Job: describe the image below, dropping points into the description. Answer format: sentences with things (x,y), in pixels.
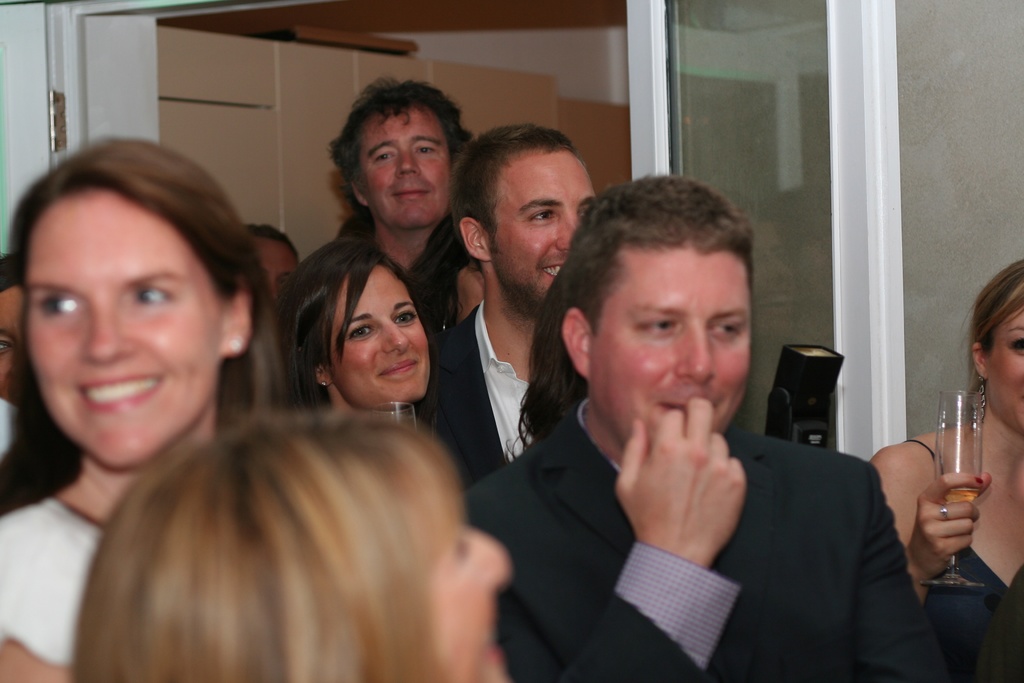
Few persons (168,422) are standing. This person (938,477) holding glass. On the background (573,54) we can see wall (583,51).
